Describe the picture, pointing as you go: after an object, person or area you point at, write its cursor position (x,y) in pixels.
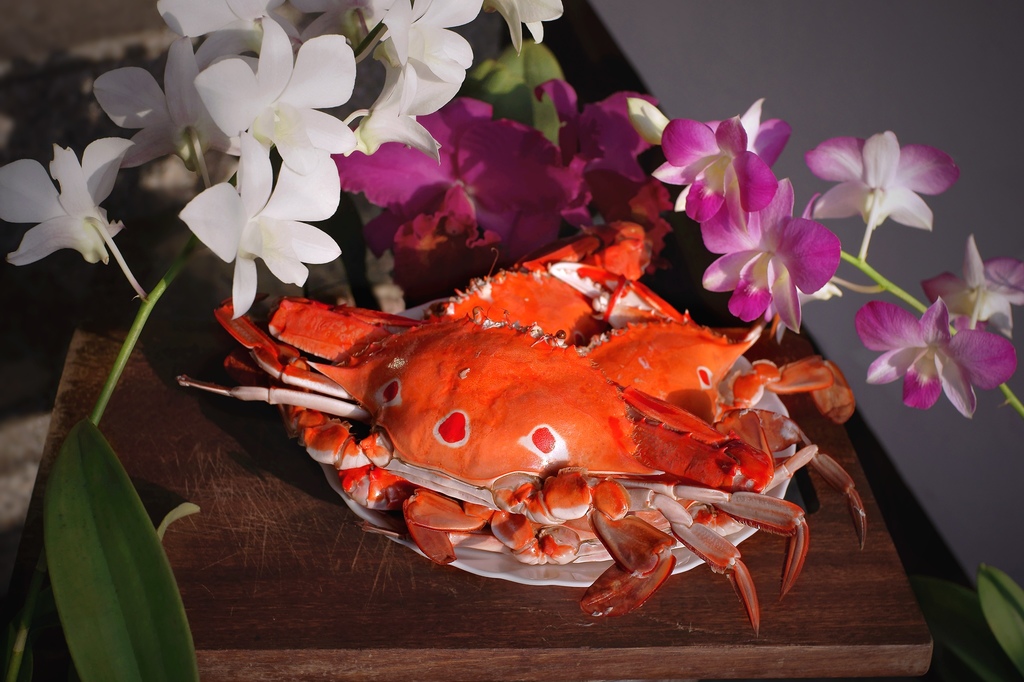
In this image there is an object (454,498) on the plate (585,566), the plate (481,562) is on the wooden platform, around the object (587,394) there are plants (260,149) with flowers (203,224) and leaves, behind that there is a wall (165,214).
